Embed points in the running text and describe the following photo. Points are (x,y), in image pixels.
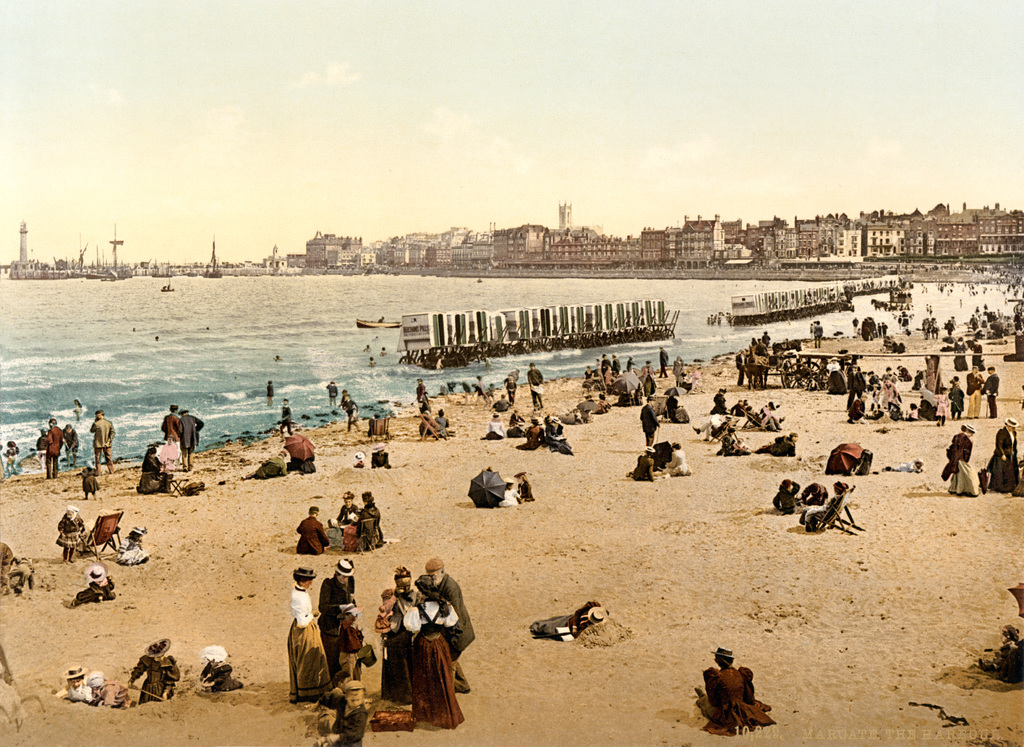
This image is clicked at a beach (559,520). At the bottom (522,563) there is the ground (471,471). There are many people (404,613) standing, sitting and walking on the ground (804,391). Beside the ground (587,488) there is the water (284,291). There are ships (118,266) on the water (671,309). In the background (700,260) there are buildings (736,259). At the top (564,76) there is the sky (465,40). The image seems to be a painting.
